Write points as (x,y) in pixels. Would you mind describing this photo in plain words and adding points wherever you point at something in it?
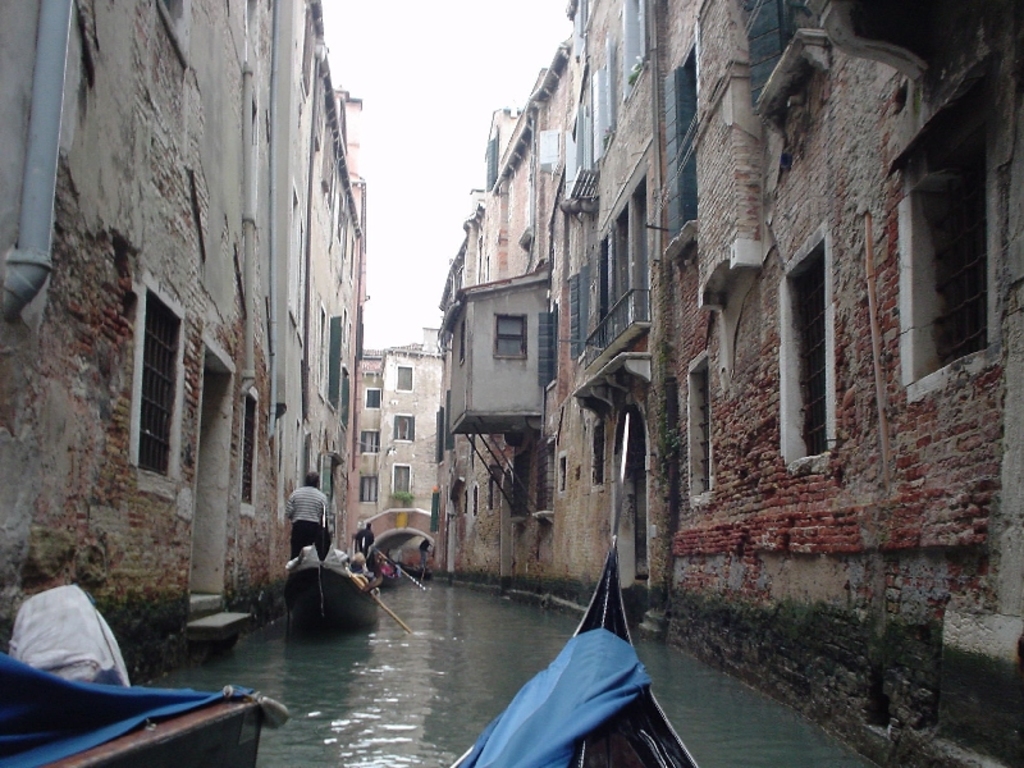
In this picture I can observe water (425,627) in the bottom of the picture (430,653). I can observe some boats (301,588) floating on the water (437,656). In the background (364,424) there are buildings (379,397) and sky (424,168).
